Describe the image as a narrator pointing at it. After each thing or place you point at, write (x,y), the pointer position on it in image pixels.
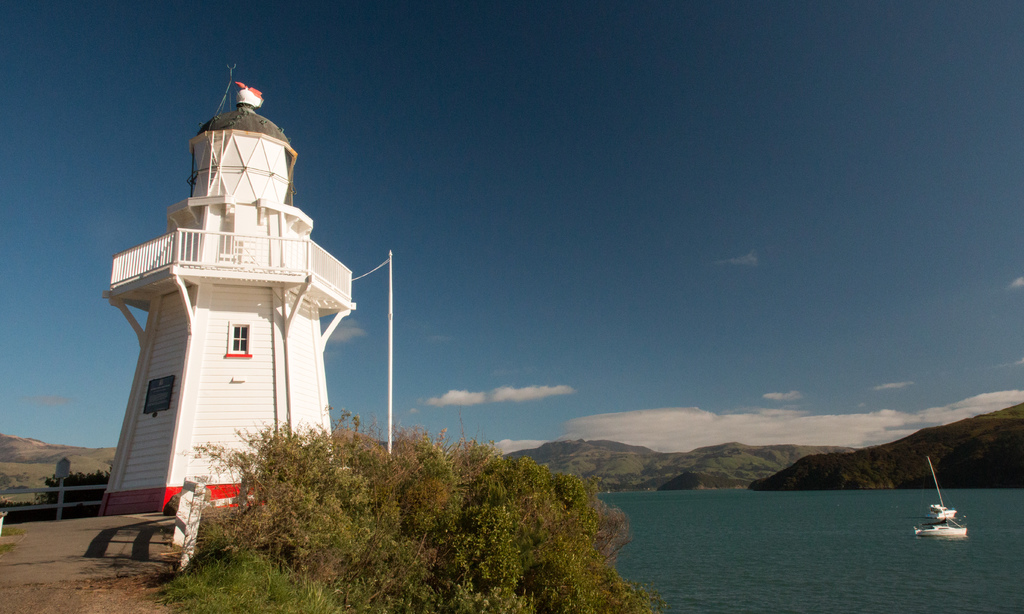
In this image we can see a lighthouse (244,397), few trees (420,524), railing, boat (940,533) on the water (794,520), mountains (800,462) and the sky (695,378) with clouds (704,431) in the background (681,426).
